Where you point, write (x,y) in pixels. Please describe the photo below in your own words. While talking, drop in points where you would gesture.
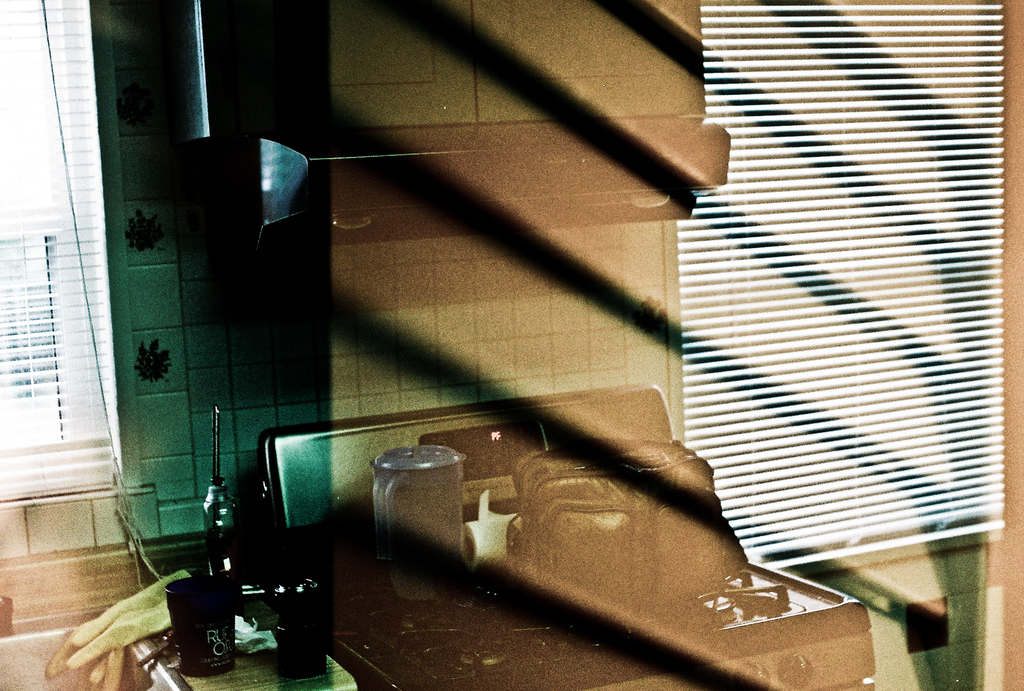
In this image in the center (451,426) it looks like a stove (694,643), and on the table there are some bags (657,495), juicer (434,526), cups (202,611), gloves (151,604) and some other objects (483,527). In the background (785,190) there is wall (500,245), window (87,225) and blinds (91,279).
